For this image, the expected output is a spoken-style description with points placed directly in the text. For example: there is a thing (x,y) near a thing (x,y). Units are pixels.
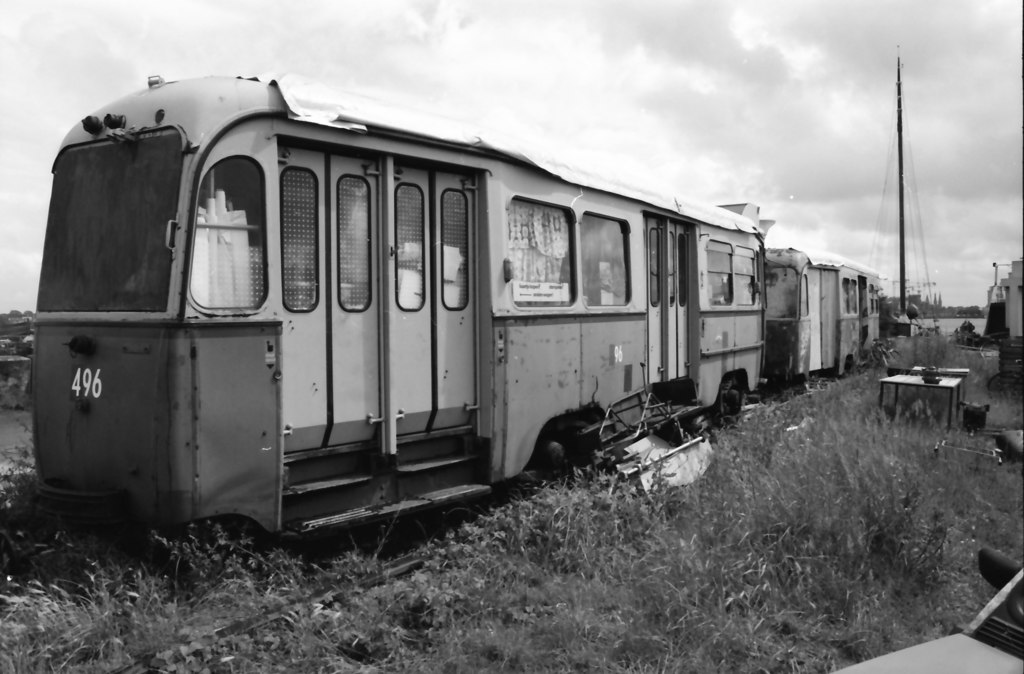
In the foreground (493,223) I can see grass (725,571), tables (952,403), light pole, wires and a train (423,257) on track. In the background (12,206) I can see buildings (1019,335), trees (948,311) and the sky (929,52). This image is taken may be during a day.
